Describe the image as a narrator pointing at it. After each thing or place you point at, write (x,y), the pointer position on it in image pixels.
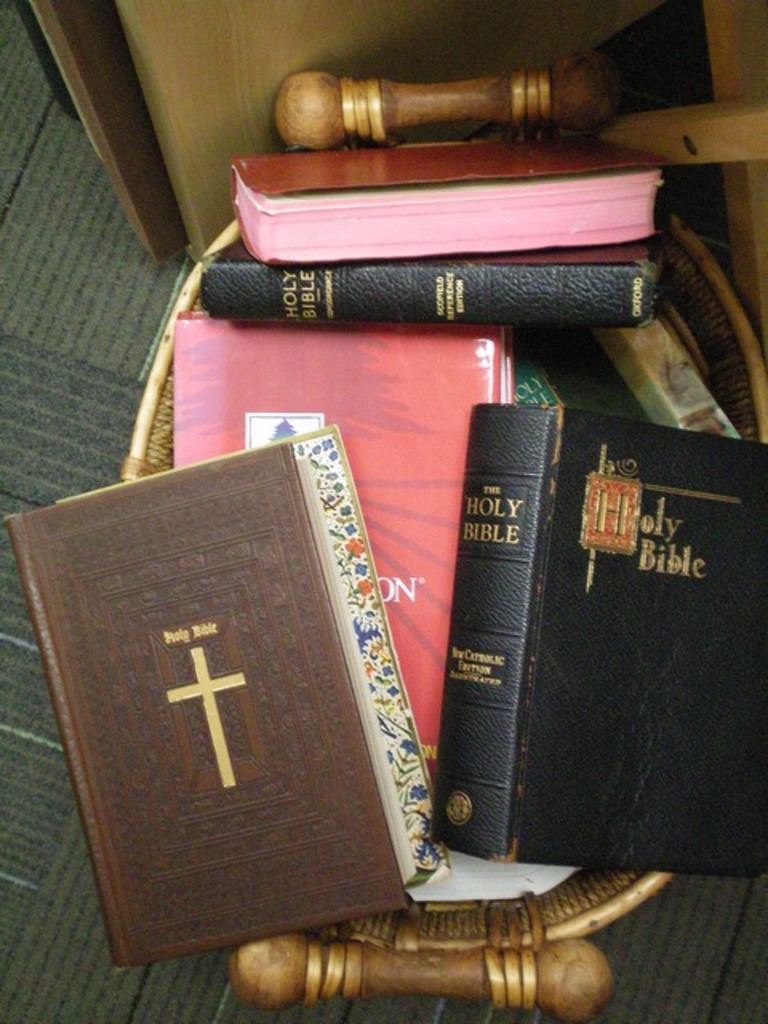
In this image, we can see some books (324,872) kept on an object (741,390), there is a carpet (40,334) on the floor (130,1020).
